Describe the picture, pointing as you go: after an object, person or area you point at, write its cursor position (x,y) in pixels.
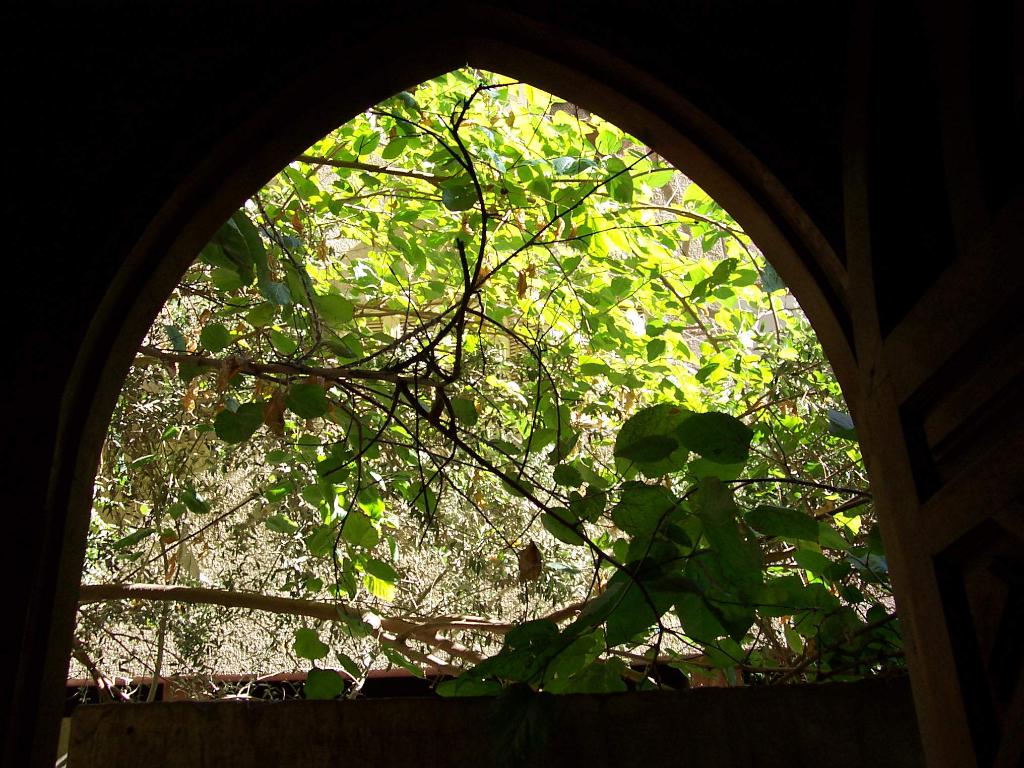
In the center of the image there is a wall (719,68) and a few other objects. In the background (448,137) we can see trees (491,285), plants (599,504), one wooden object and a few other objects (422,682).
